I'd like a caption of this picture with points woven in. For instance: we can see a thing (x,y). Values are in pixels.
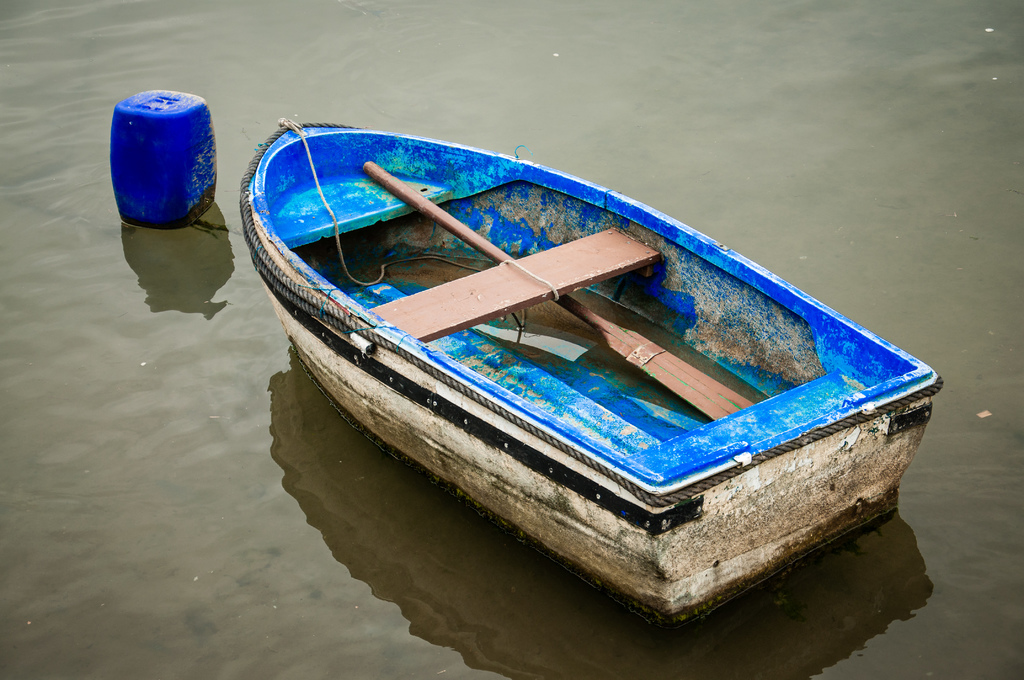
In the middle of the picture (428,321), we see a boat (519,429) in white and blue color is in the water (106,94). Beside that, we see a blue color box (186,167) or a drum (137,143) is in the water (446,67). In the background (363,99), we see water (329,585).
